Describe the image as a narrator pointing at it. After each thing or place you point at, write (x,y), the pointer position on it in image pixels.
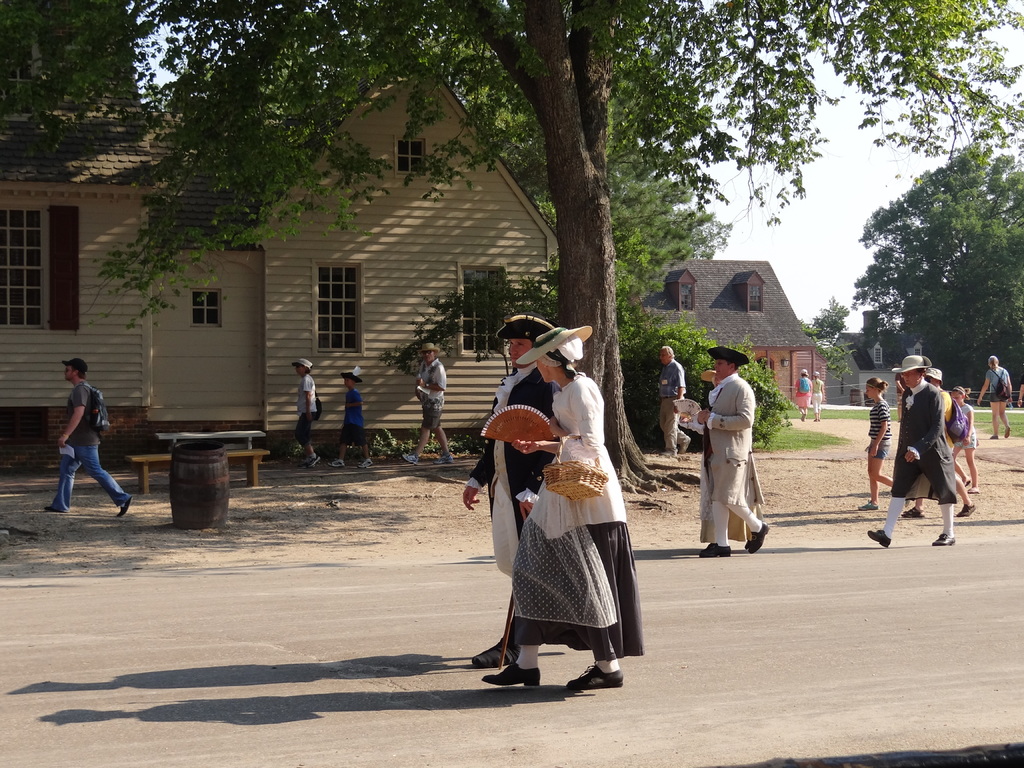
In this image we can see a few people (726,492), there is a lady (555,446) holding a basket (547,483), a hand fan (546,433), there is another person (87,456) wearing backpack (100,409), and he is holding papers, there are plants (645,359), trees (612,253), houses (379,365), windows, also we can see the sky (810,218).
